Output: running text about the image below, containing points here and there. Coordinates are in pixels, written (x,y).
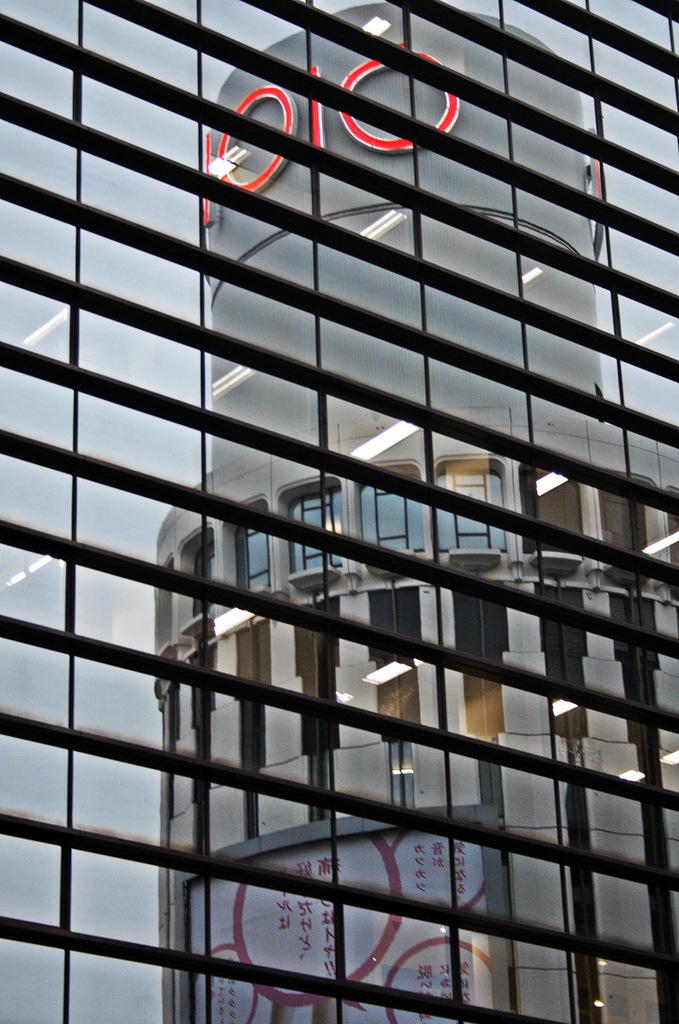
In this image in the foreground (489,420) there is a building (81,616) and glass doors (90,895) through the doors (293,166) we could see a reflection (340,57) of a building (367,420) and lights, on the building (337,118) there is text (318,129).
